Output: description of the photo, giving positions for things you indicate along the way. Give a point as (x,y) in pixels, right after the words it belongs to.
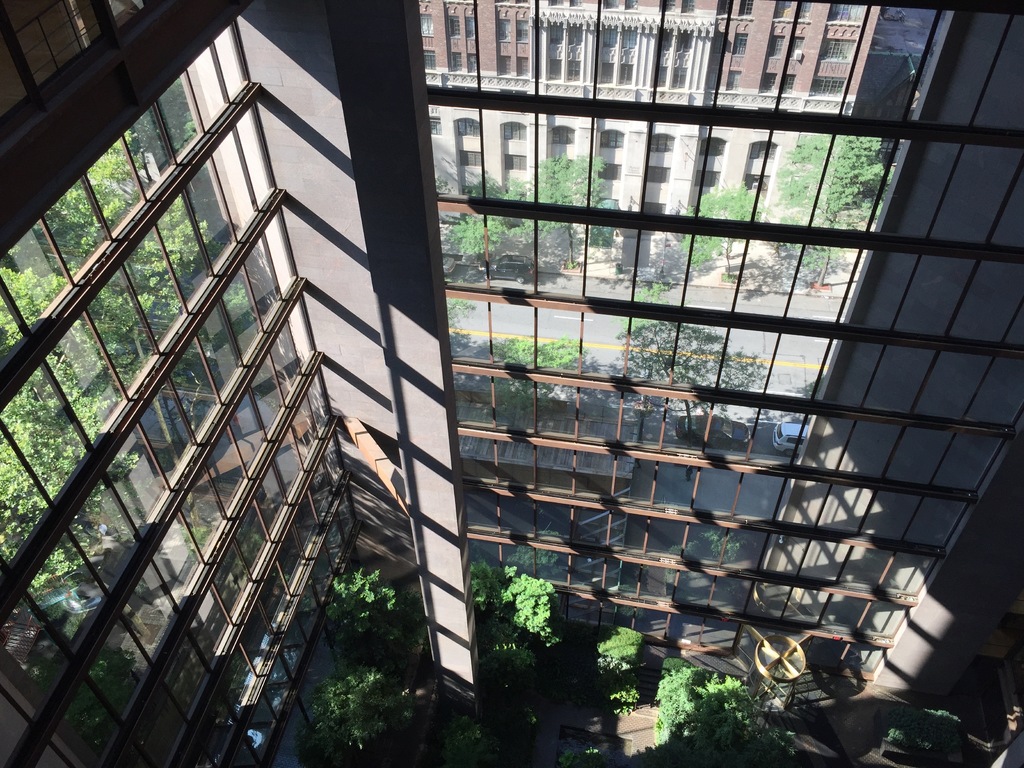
At the bottom of the picture (620,690), we see the trees (564,665) and an object (785,690). In this picture, we see a building (666,586) which has the glass windows (628,523), from which we can see the trees (850,169), buildings (803,136) and the cars (716,426).
